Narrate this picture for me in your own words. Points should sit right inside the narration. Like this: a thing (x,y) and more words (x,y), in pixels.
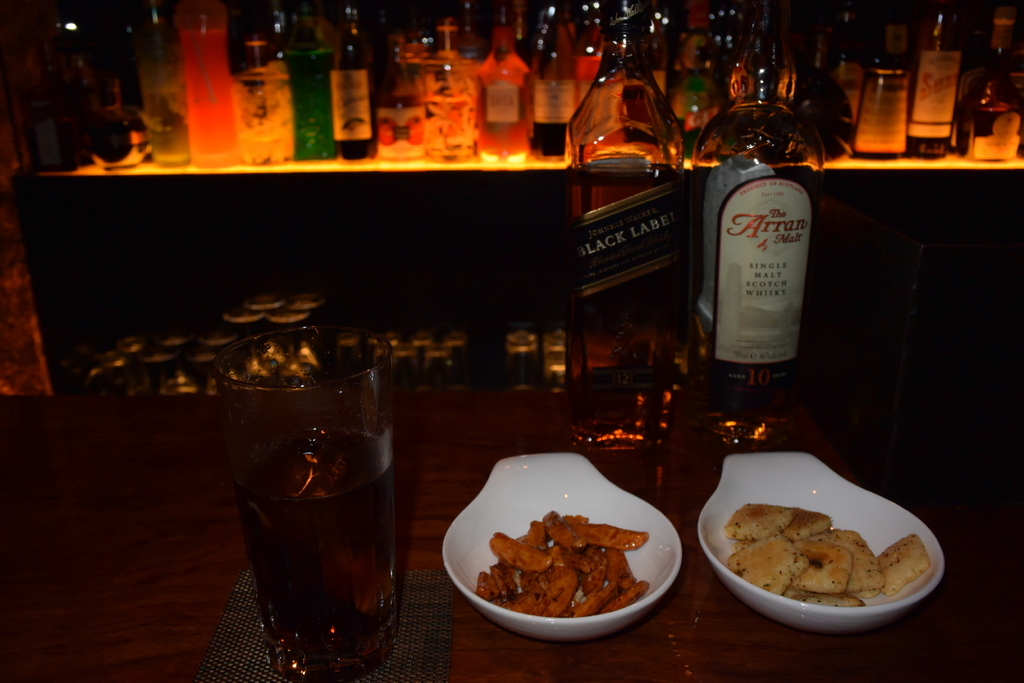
As we can see in a picture there are two bottles (652,209) and a glass (360,480), bowl (657,559) in which food (584,556) is there. This is a table (77,501).
